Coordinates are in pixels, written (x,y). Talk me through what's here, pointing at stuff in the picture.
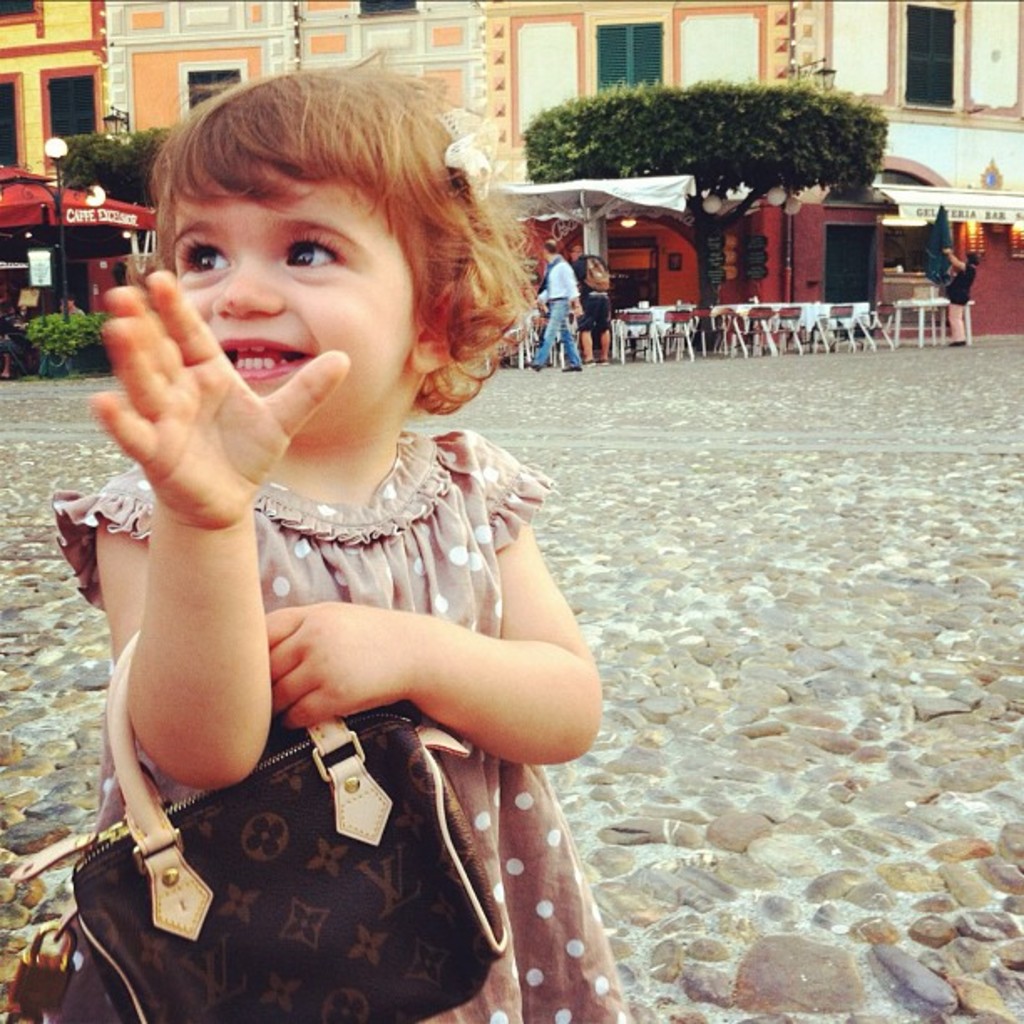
In this picture there is a girl (321,598) wearing a handbag (242,813). There are few chairs (661,350) and tables (822,308). There is a tree (703,115) and building (192,91). There are few people (591,303).
